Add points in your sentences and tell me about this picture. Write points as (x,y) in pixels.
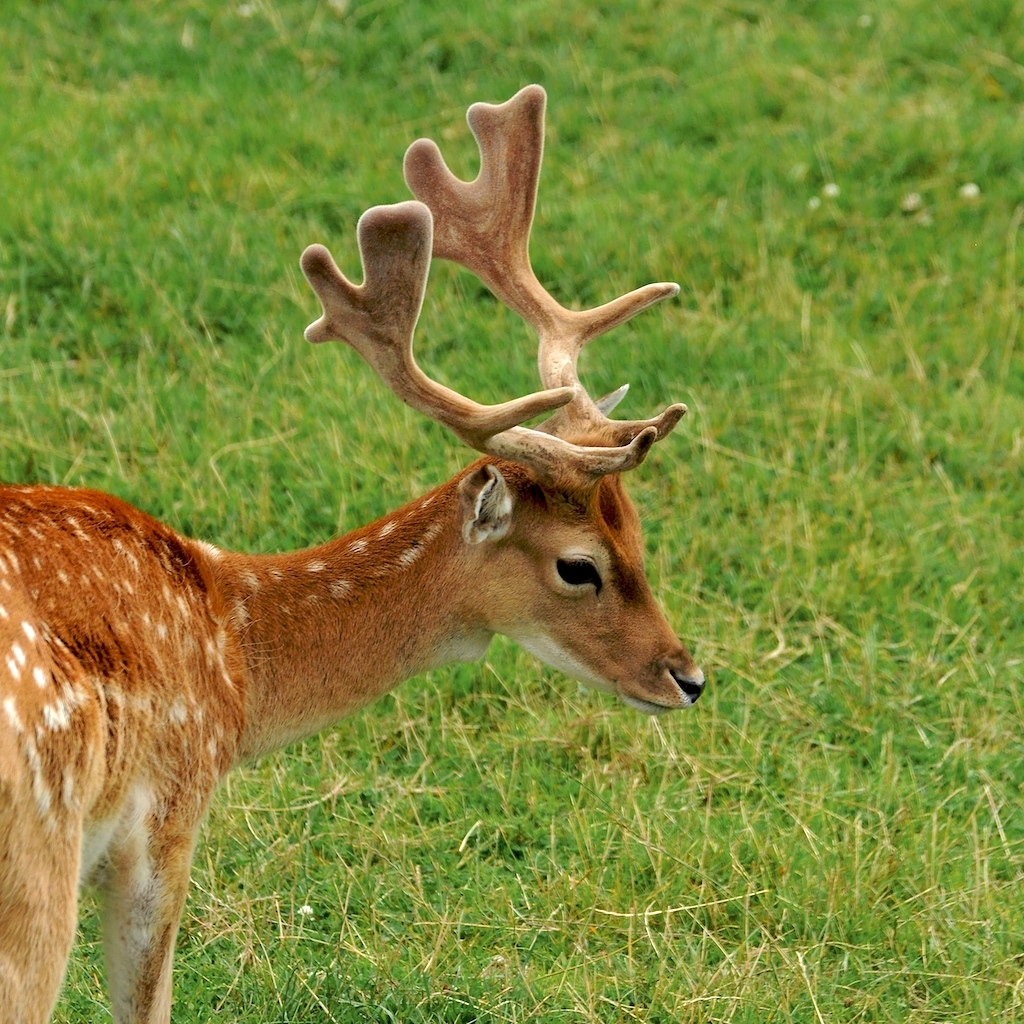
In the picture we can see the deer (137,903) on the grass surface (925,852).
